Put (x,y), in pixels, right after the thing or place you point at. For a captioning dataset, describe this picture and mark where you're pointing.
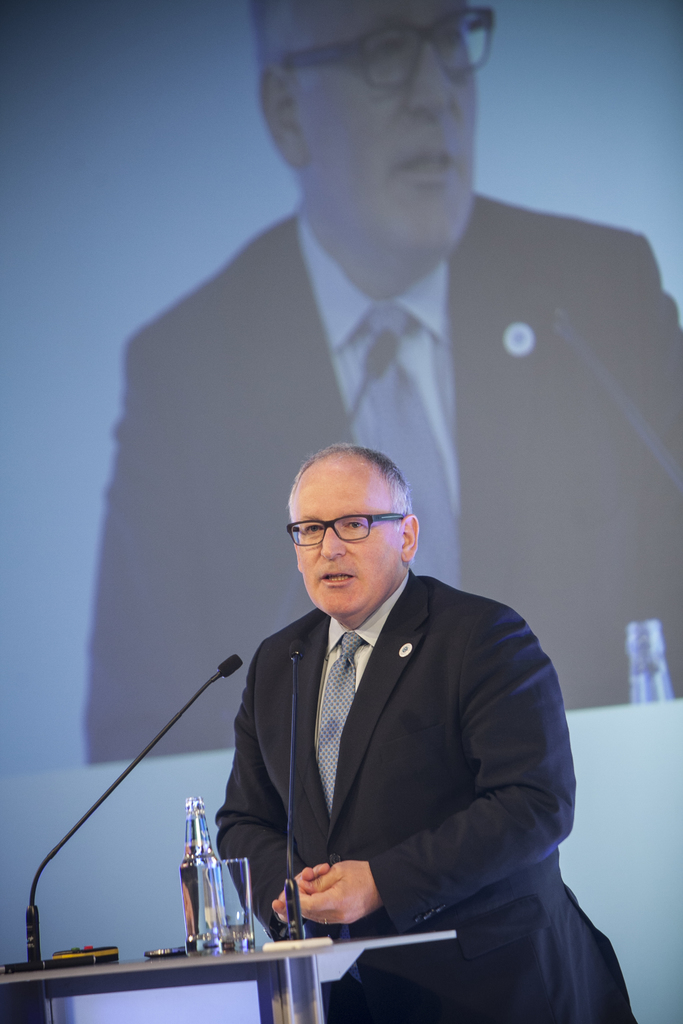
In this image, we can see a person (390,681) in front of the table (322,952). This table (192,963) contains bottle (202,903), glass (226,892), and mics (296,700). In the background (400,155), we can see projection (313,244) of a person (135,382).
